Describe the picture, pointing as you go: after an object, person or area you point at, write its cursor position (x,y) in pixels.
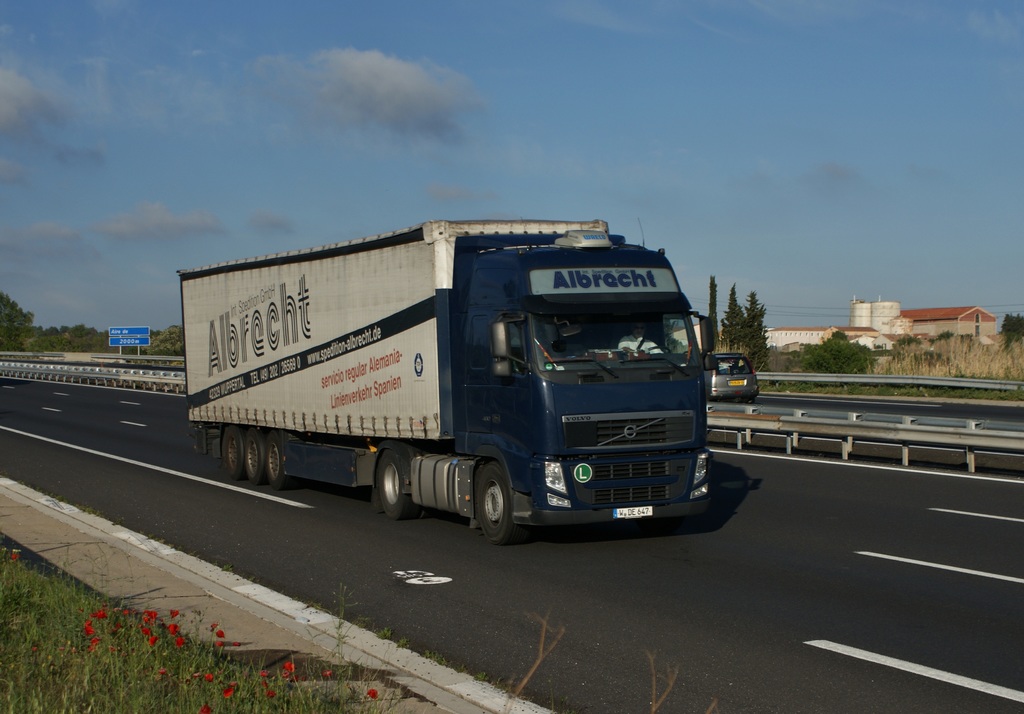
In this image, we can see a few vehicles (652,365). We can see the ground (718,559). We can see some plants (67,674) with flowers (158,633). We can see some grass (886,385). There are a few houses (812,338), trees (837,339). We can also see some wires (793,304). We can see a board (120,329) with some text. We can see the sky (600,102) with clouds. We can see some rods (795,423) on the road (999,488).
